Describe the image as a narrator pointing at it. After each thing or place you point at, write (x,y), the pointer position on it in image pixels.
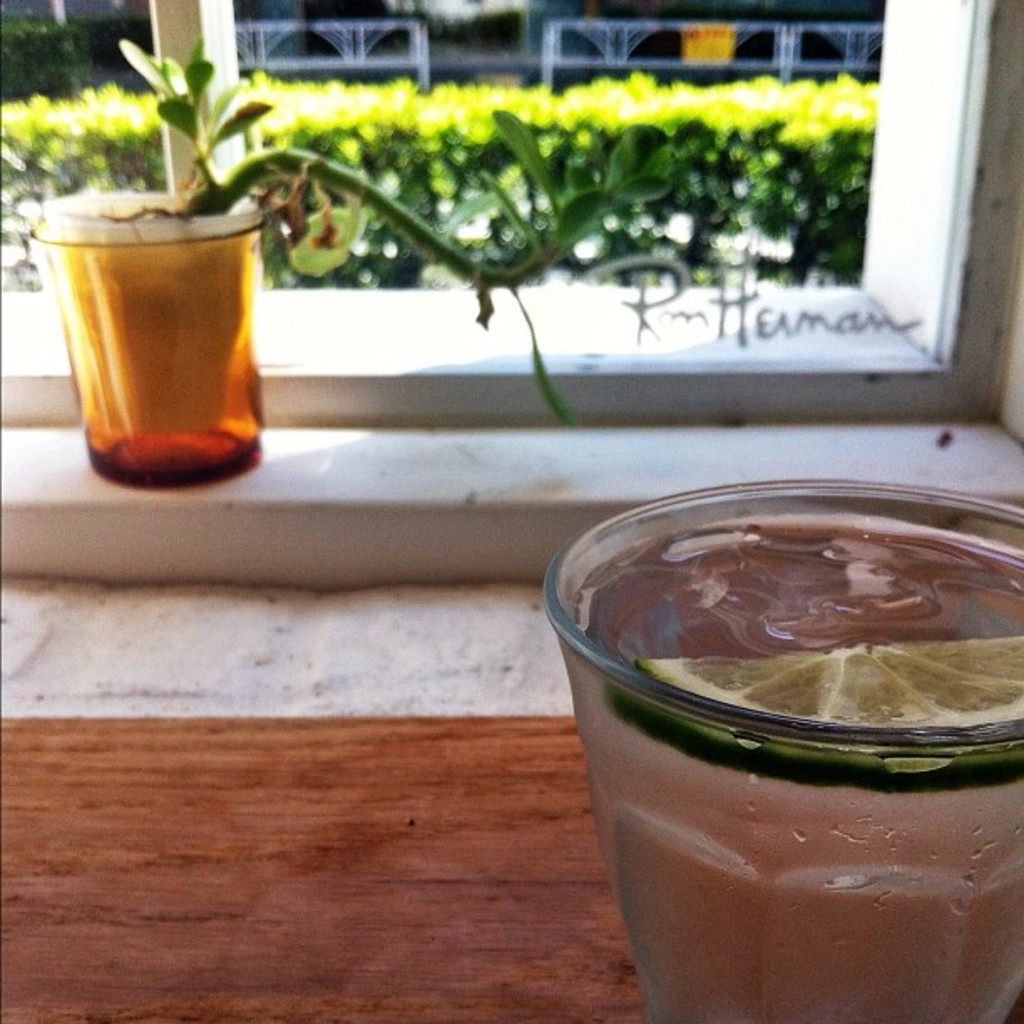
In the foreground of a picture there is a drink (811,610) in a glass (733,897) placed on a wooden table (260,771). In the center of the picture (456,474) there is a glass (149,290), in the glass (130,253) there is a plant (199,84) and there is a window (1001,332), outside the window (598,84) there are plants (751,80), railing (396,64) and other object (705,30).
